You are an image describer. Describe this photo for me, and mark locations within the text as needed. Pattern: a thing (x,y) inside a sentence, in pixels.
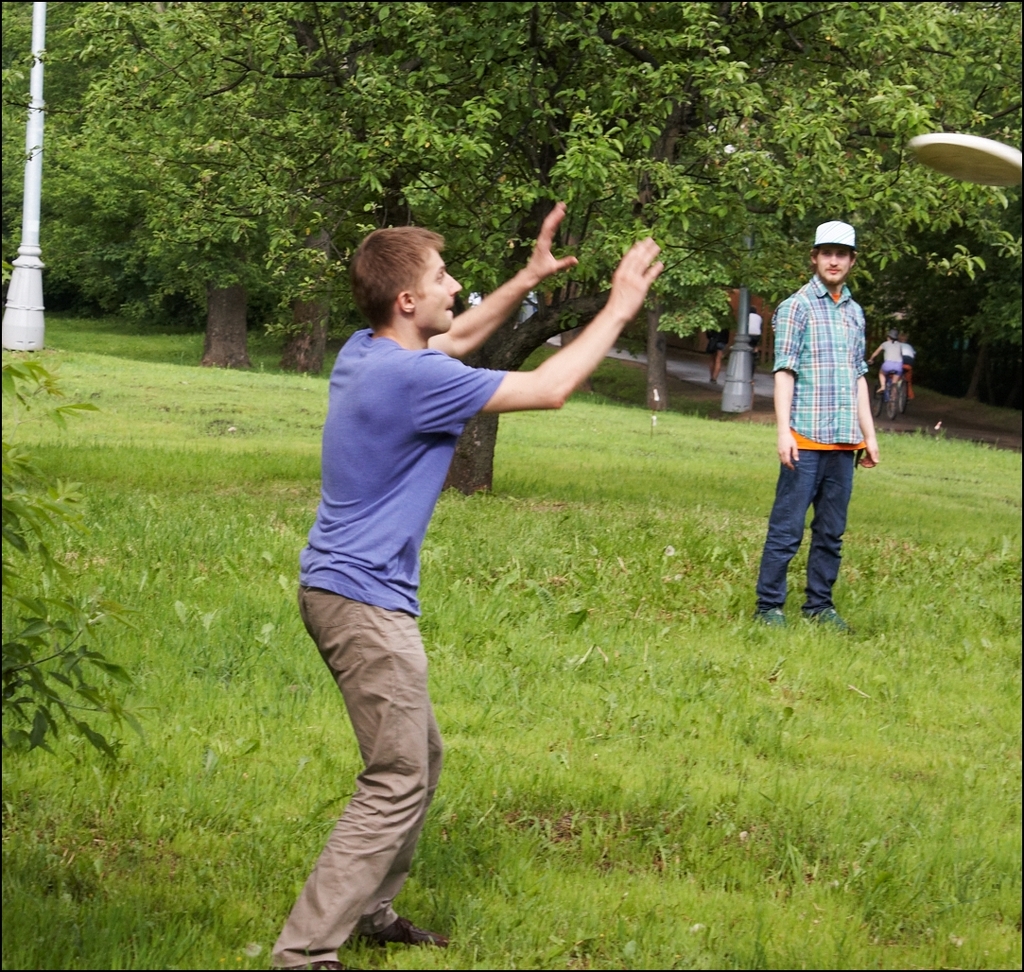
As we can see in the image there are trees (671,114) and few people (442,382). There is grass (557,607), disc (958,168) and in the background (897,407) there is a bicycle (897,388).
